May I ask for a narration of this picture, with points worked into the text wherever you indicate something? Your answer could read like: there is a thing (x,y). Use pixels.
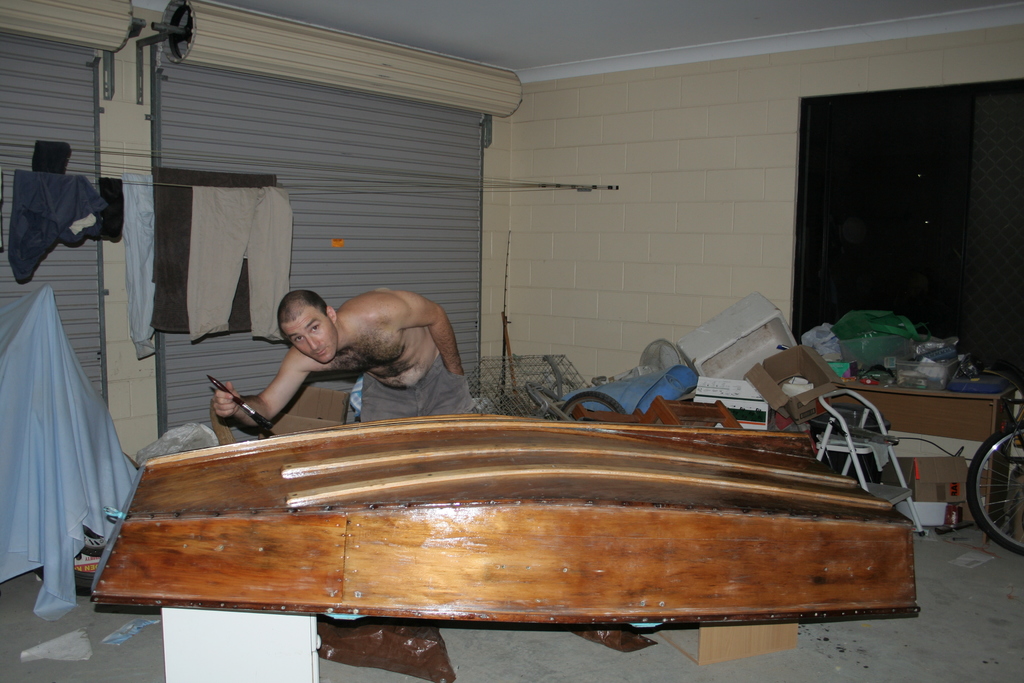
In this picture I can see a man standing and holding a paint brush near a wooden object (230,460). There are cardboard boxes (814,386), chair (856,457), wheel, clothes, table (981,400), ladder (861,471), shutters (397,248) and some other objects (54,498), and in the background (935,205) there are walls (913,82) and a window (938,246).
